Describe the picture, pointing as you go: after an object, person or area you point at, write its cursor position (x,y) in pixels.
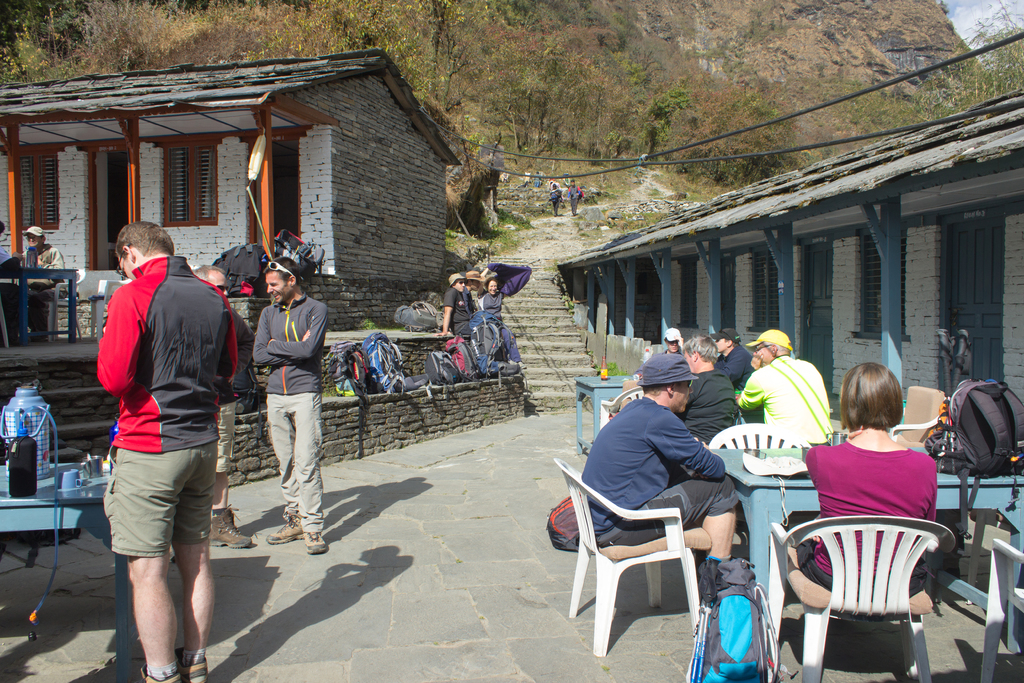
Here we can see group of people (853,394) sitting on chairs (857,536) with table (763,494) in front of them and some of them are Standing and in the middle (488,357) we can see their bags (450,366) present and at the right side (791,280) and the left side (324,202) we can see houses (245,146) and behind that we can see trees (420,37) and plants (235,20) present.
